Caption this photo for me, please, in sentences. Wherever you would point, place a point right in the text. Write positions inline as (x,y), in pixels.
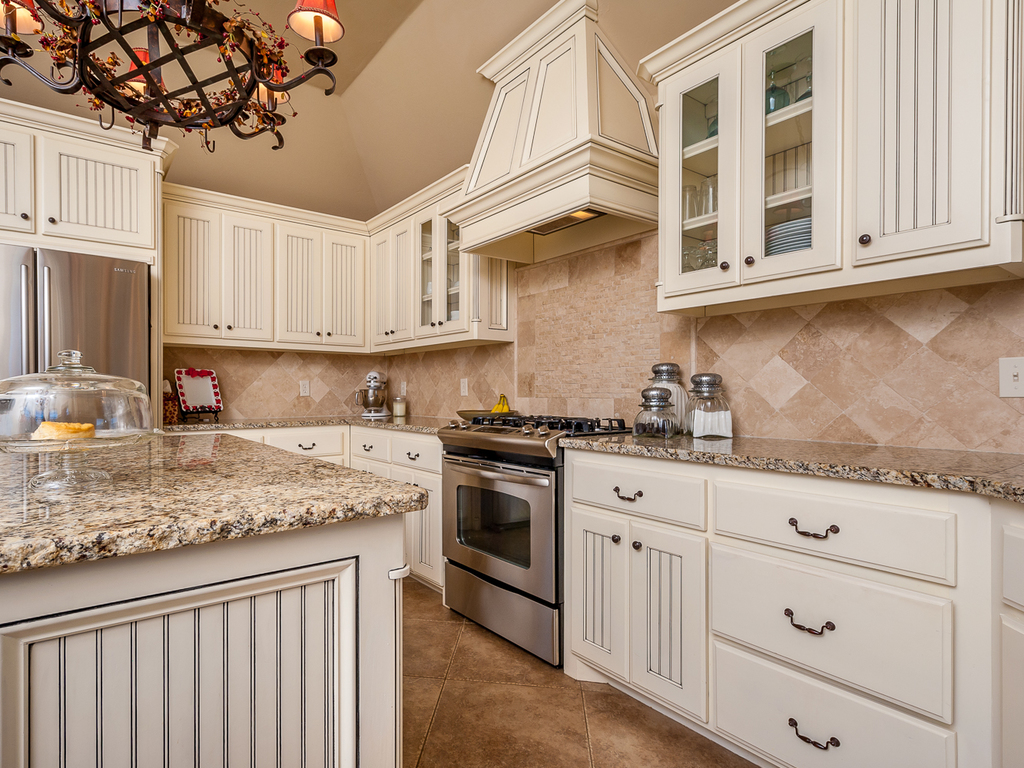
This is an inside view of a kitchen (553,574). On the left side (124,601) there is a table (278,600). On the right side (866,617), I can see the table cabinets (674,556) on which a stove (589,426) and few objects (647,394) are placed and also there is an oven (514,540). At the top (717,218) I can see the cupboards (308,276). On the left side (61,298) there is a refrigerator (82,323). In the top left-hand corner (149,61) there is a chandelier (83,20).
